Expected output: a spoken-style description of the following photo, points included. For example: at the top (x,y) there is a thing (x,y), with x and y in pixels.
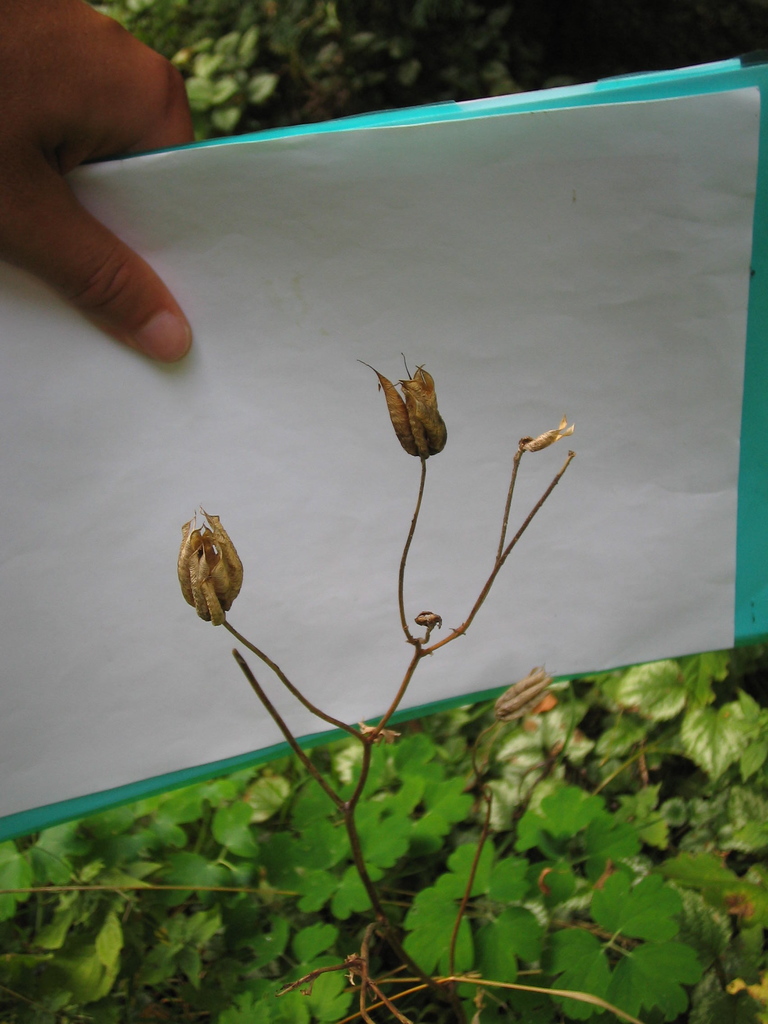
In this image I can see a person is holding papers (452,489) in hand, creepers (415,649) and plants (224,4). This image is taken may be during a day.
